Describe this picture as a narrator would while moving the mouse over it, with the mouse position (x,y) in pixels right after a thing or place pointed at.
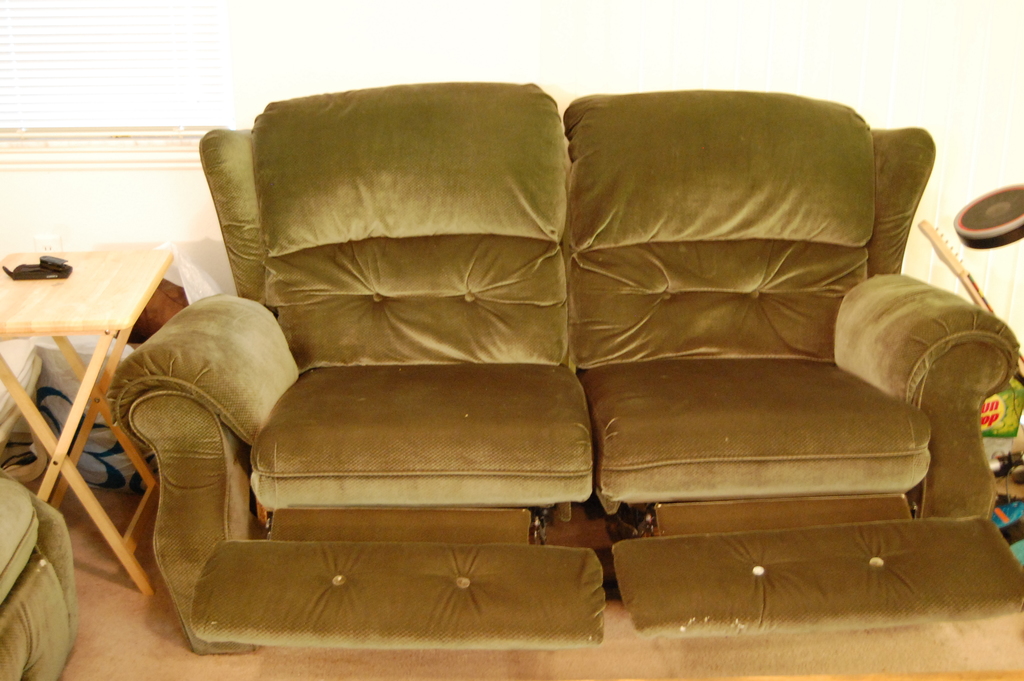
In the image there is a recliner sofa (594,376) and beside it there is a table (123,322).
